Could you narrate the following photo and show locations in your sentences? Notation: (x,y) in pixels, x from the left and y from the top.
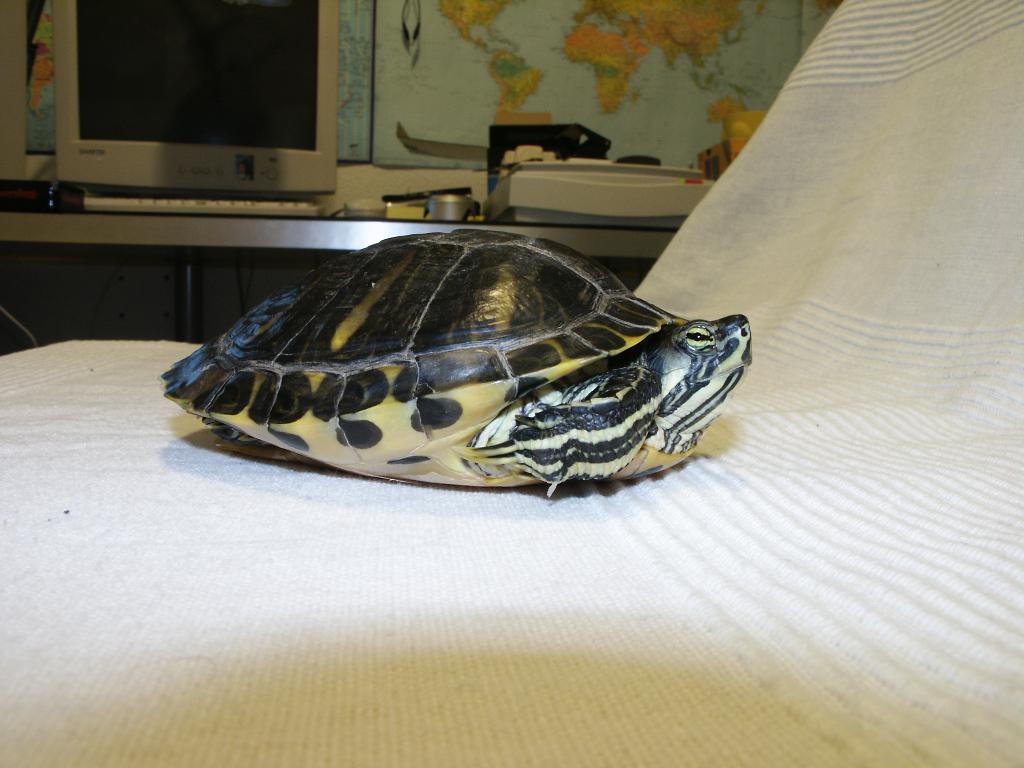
There is one tortoise (435,471) is present on the surface (236,519) as we can see in the middle of this image (397,428). There is a wall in the background (464,49). There is a desktop (194,181) is present on the left side of this image (139,181).
